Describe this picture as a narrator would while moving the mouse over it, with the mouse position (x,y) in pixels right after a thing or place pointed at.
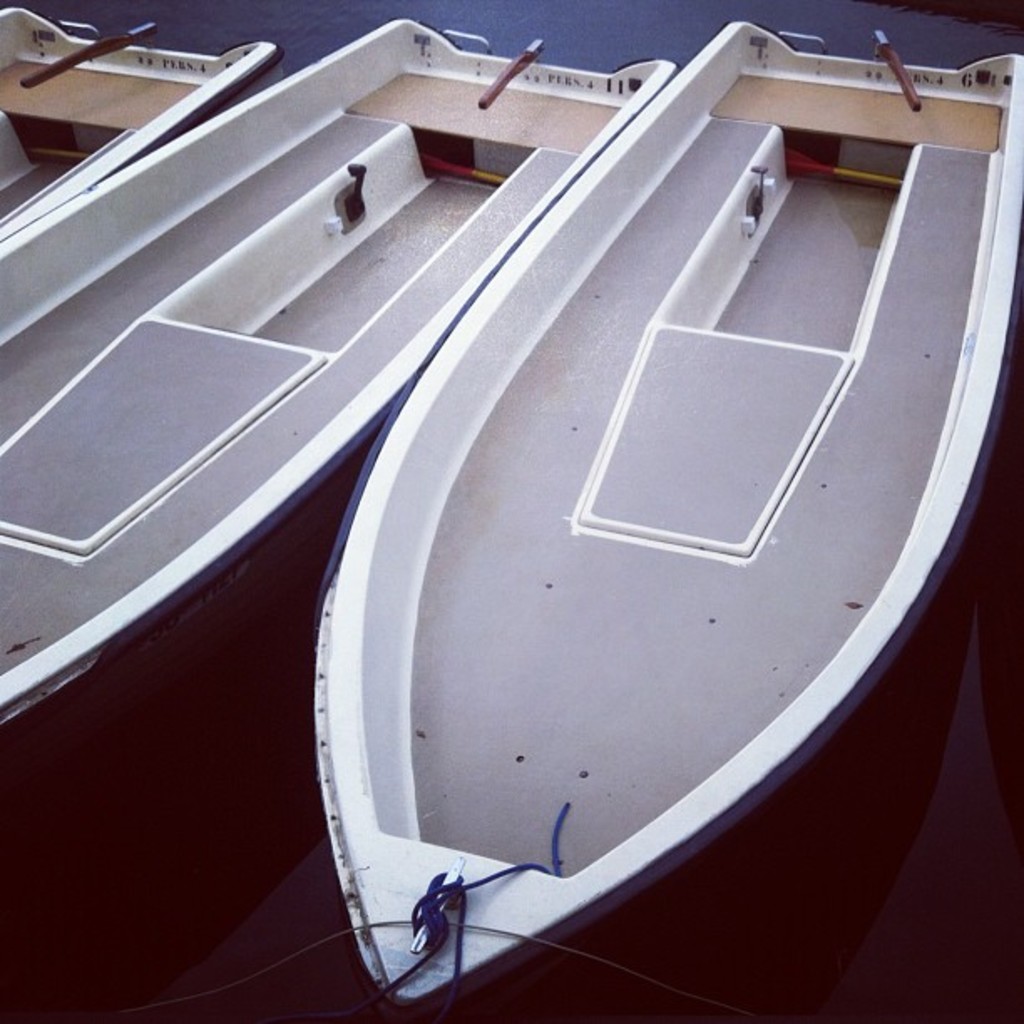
In this image there are three boats (491,506) as we can see in middle of this image (564,539) and there is a rope (438,923) are tied to it at bottom of this image (433,934).
